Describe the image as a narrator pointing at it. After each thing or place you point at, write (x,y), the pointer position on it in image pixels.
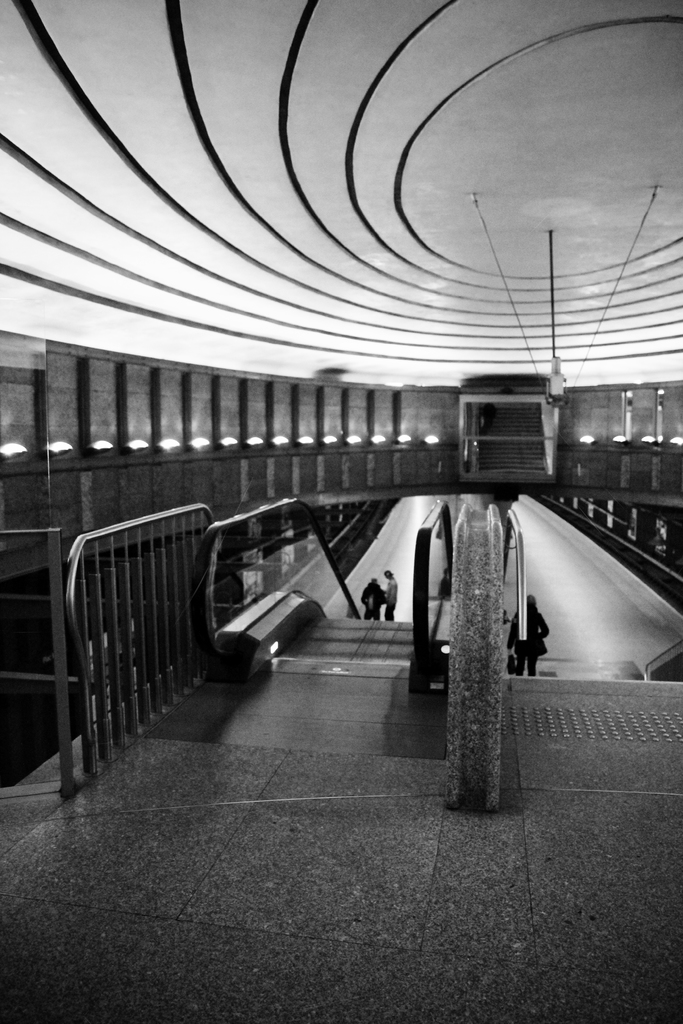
This picture shows couple of escalators (358,633) and we see few people (390,617) standing and we see lights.
